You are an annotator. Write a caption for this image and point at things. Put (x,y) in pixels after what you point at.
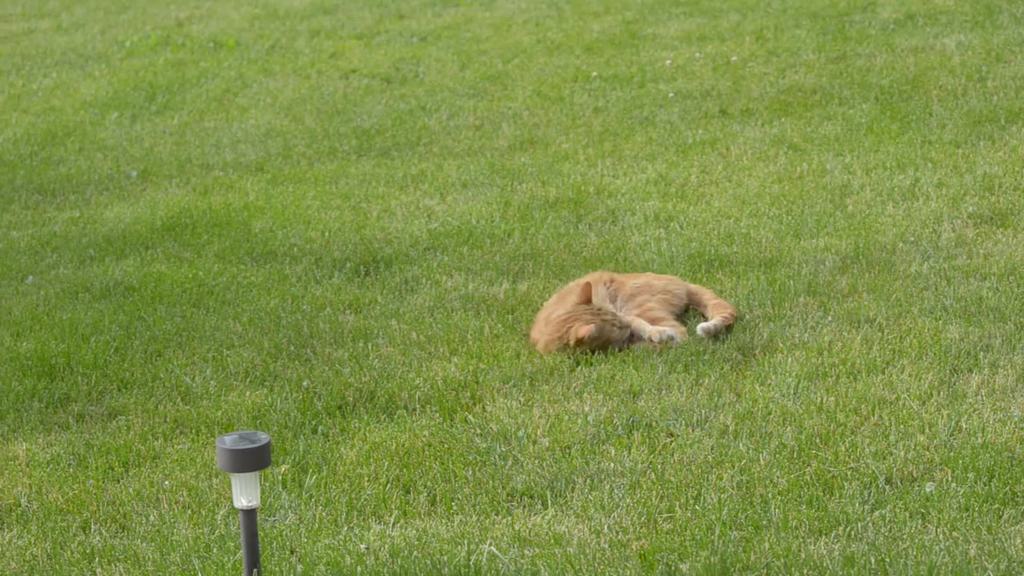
In this image we can see a cat (711,304) lying on the grass field (672,416). On the bottom of the image (256,533) we can see a pole (242,516).
